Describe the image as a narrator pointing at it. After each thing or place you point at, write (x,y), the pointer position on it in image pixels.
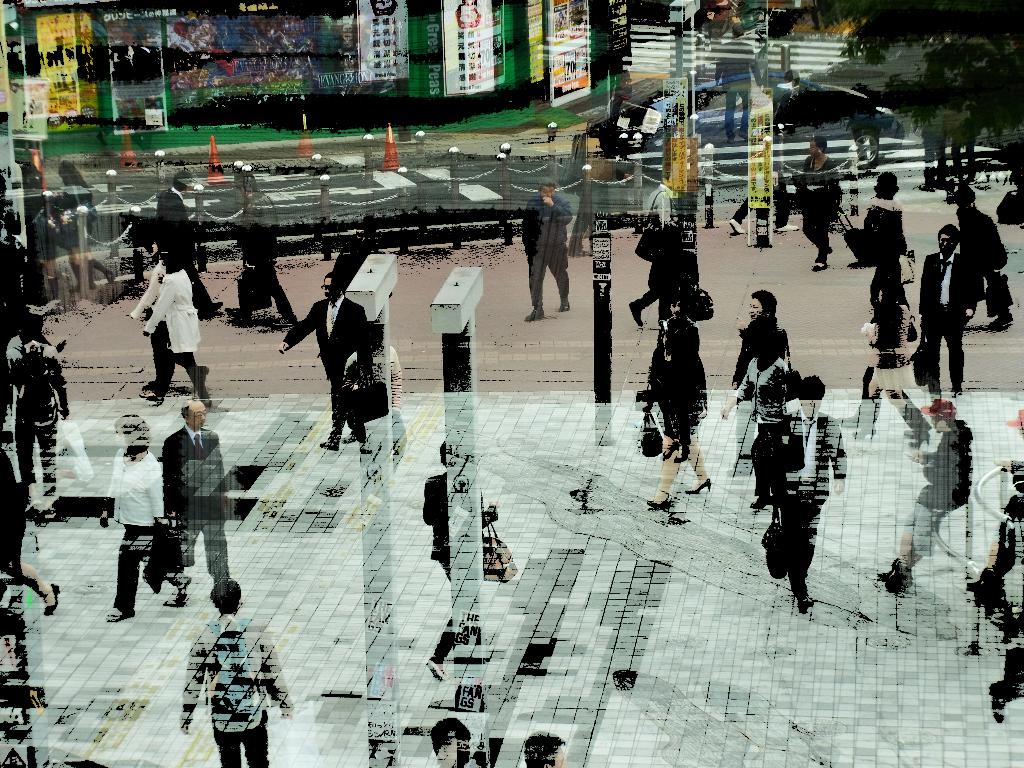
It is an edited picture. In this image, we can see a group of people (37,357), poles (369,612), road (143,174), chain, traffic cone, banners (311,64), tree (965,64).
